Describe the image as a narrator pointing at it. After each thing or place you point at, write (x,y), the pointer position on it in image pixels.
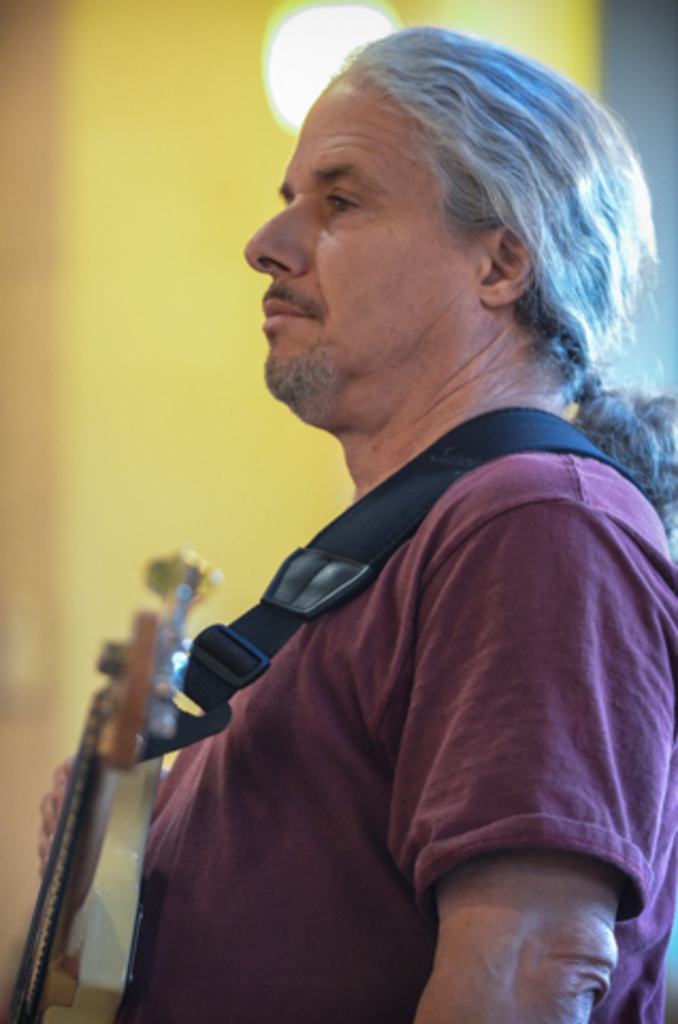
This man (461,236) wore t-shirt (477,753) and guitar (129,752). On top (289,60) there is a light (312,48).
